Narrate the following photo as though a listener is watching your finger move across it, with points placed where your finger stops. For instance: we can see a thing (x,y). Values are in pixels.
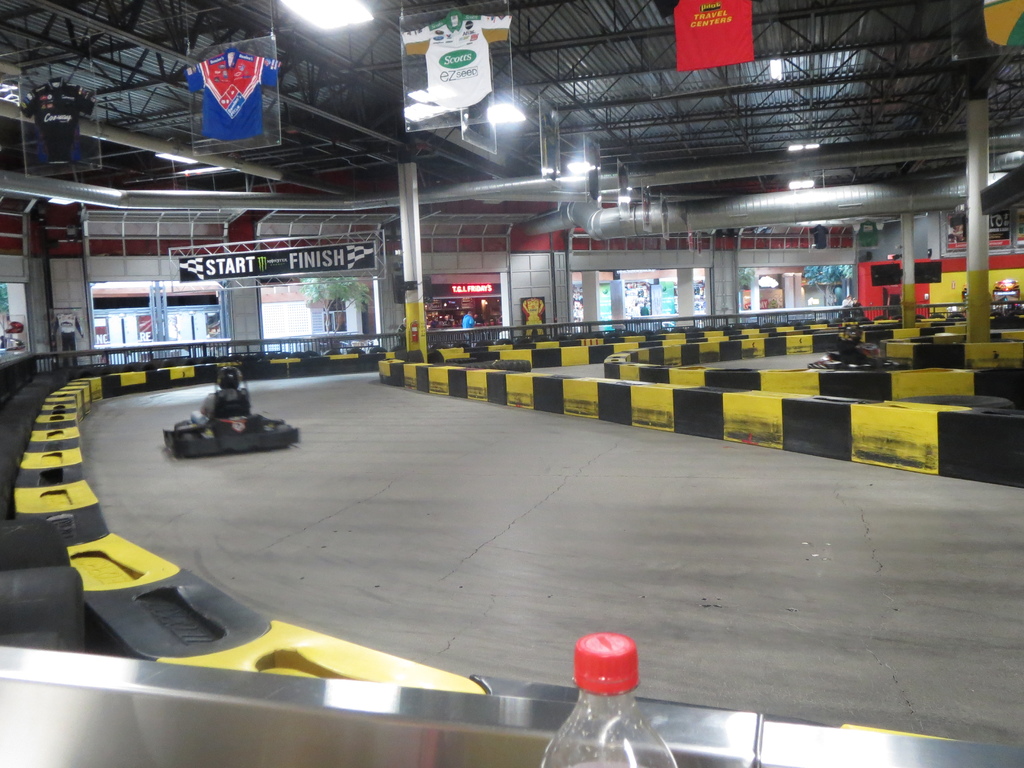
In this picture we can see a bottle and two persons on vehicles (245,435) and in the background (330,314) we can see pillars (414,319), plant (820,276), banners (534,316).
